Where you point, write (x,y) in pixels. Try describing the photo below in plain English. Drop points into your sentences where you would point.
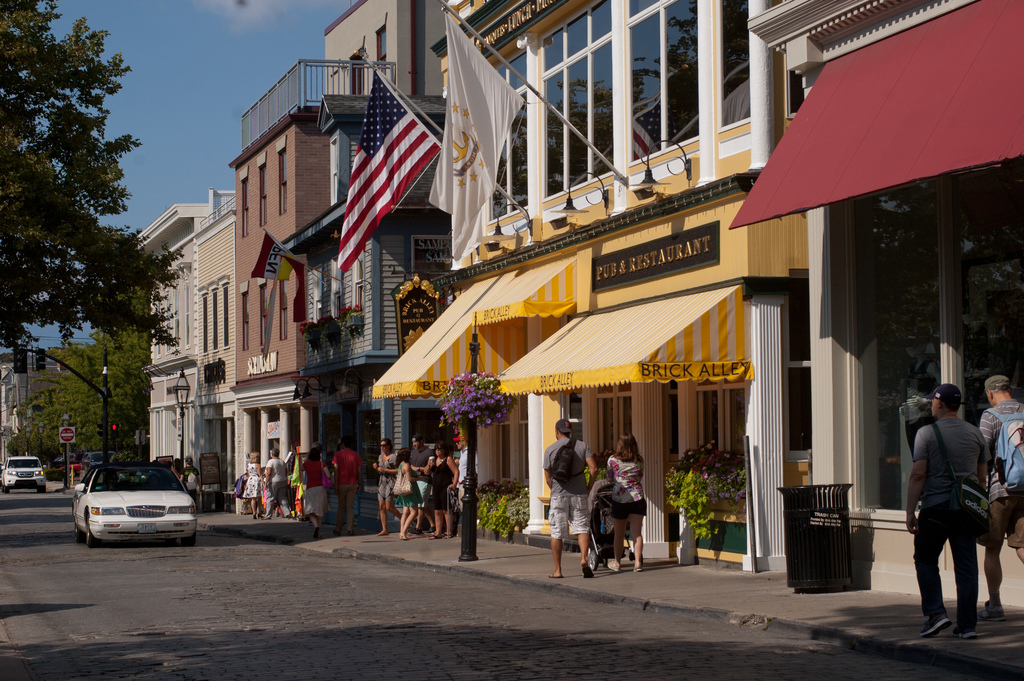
There are people (552,484) walking and we can see bin (801,569) on the surface (822,609), plants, flowers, poles (466,485) and light (647,177). We can see buildings (209,396), flags (459,221) with sticks (521,212) and car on the road (117,590). In the background (21,360) we can see traffic signals (38,358) and board (70,438) on poles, trees (43,319), car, building (22,381) and sky (185,123) in blue color.
